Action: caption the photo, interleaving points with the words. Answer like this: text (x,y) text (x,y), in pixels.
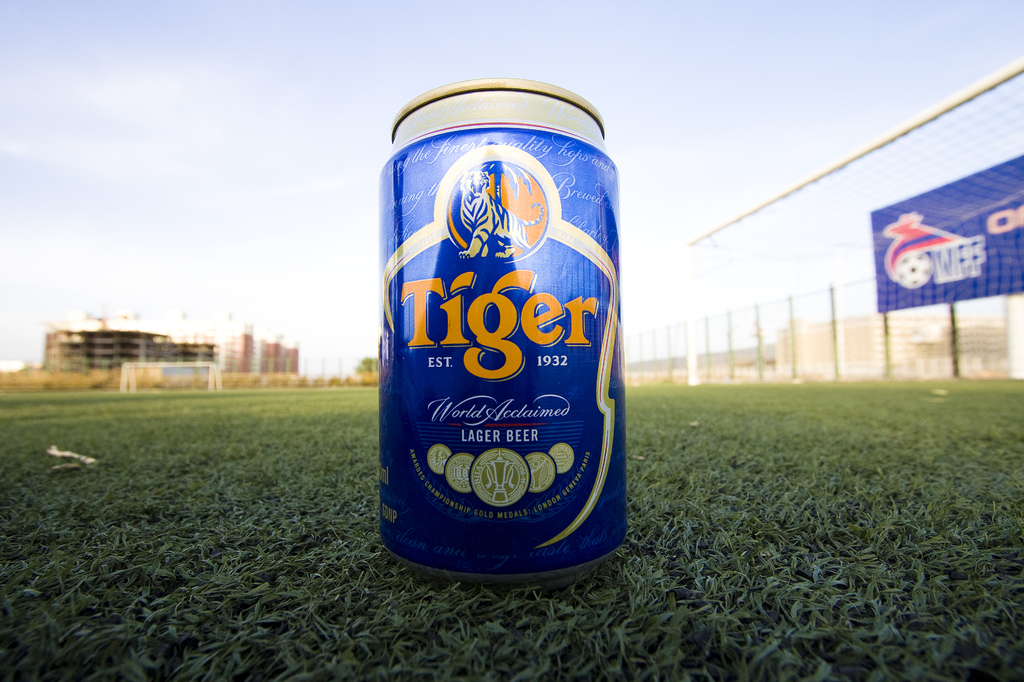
In this picture we can see a tin (551,539) on the ground (657,547), here we can see a fence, grass (782,466), buildings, poster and some objects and we can see sky (737,283) in the background (742,268).
